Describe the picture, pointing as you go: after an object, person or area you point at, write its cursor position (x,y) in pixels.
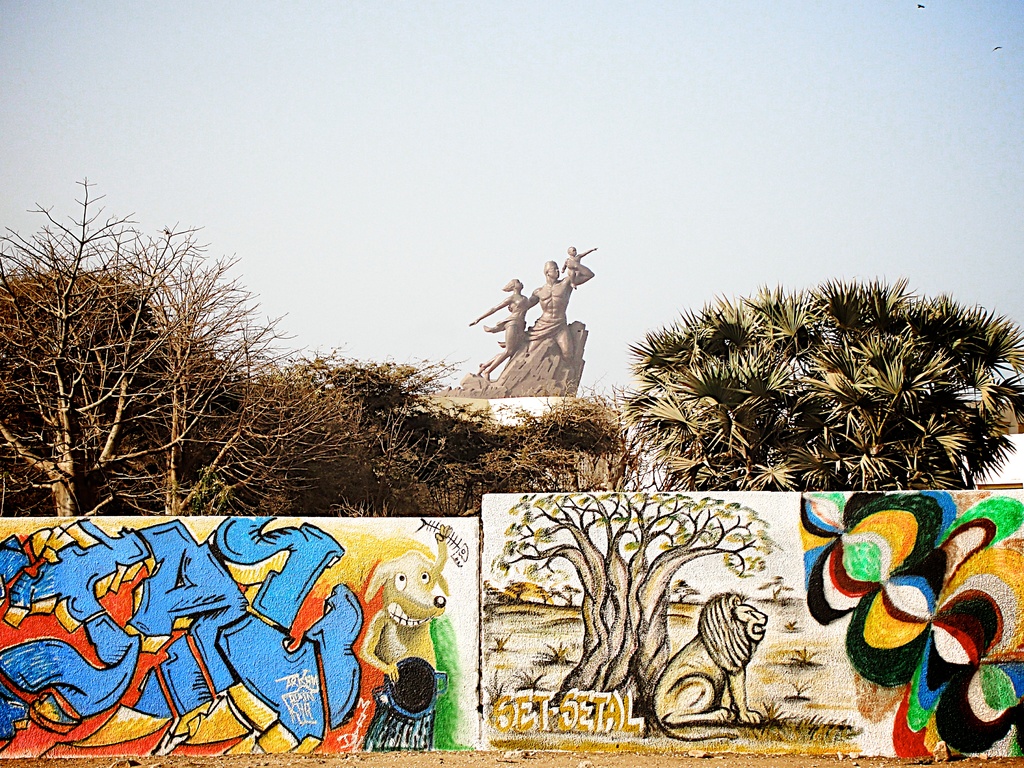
In this image we can see a sculpture (551,345), there are some trees (311,455) and the graffiti (512,657) on the walls (512,657), in the background (449,168) we can see the sky (518,120).
